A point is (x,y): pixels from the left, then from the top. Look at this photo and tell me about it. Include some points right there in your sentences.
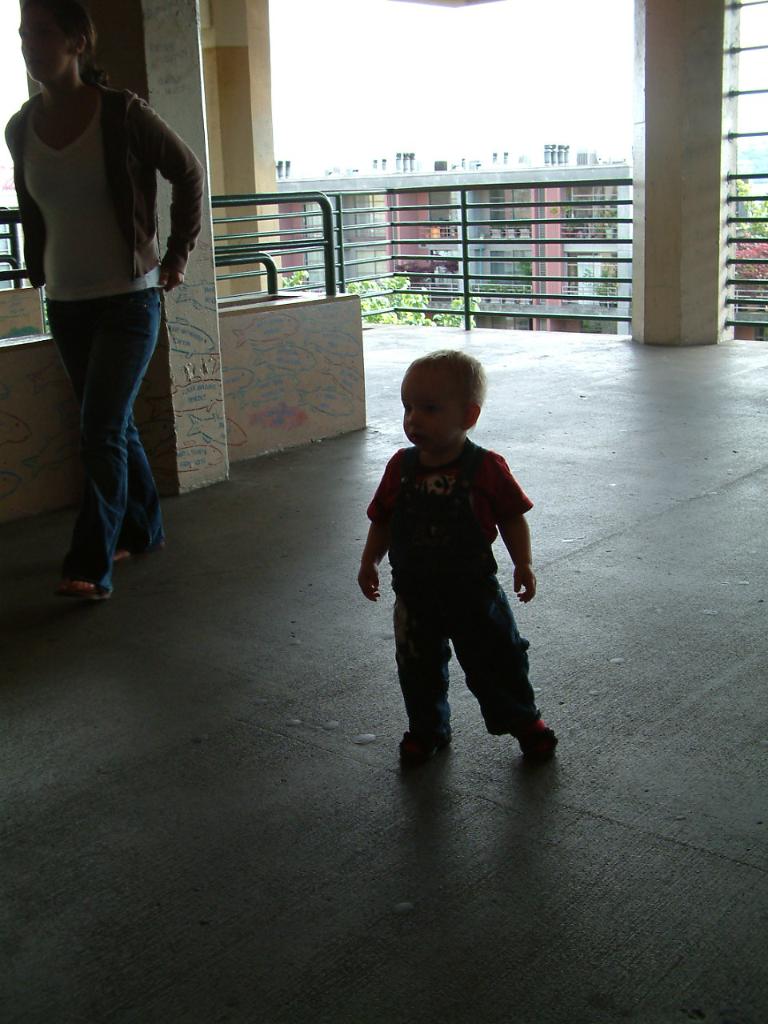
In this picture there is a woman (99,79) and a boy (413,447) are walking on the floor (221,604) and we can see the wall (311,323) and railings (233,250). In the background of the image (582,302) we can see trees (422,299), building (344,179) and sky (541,92).
